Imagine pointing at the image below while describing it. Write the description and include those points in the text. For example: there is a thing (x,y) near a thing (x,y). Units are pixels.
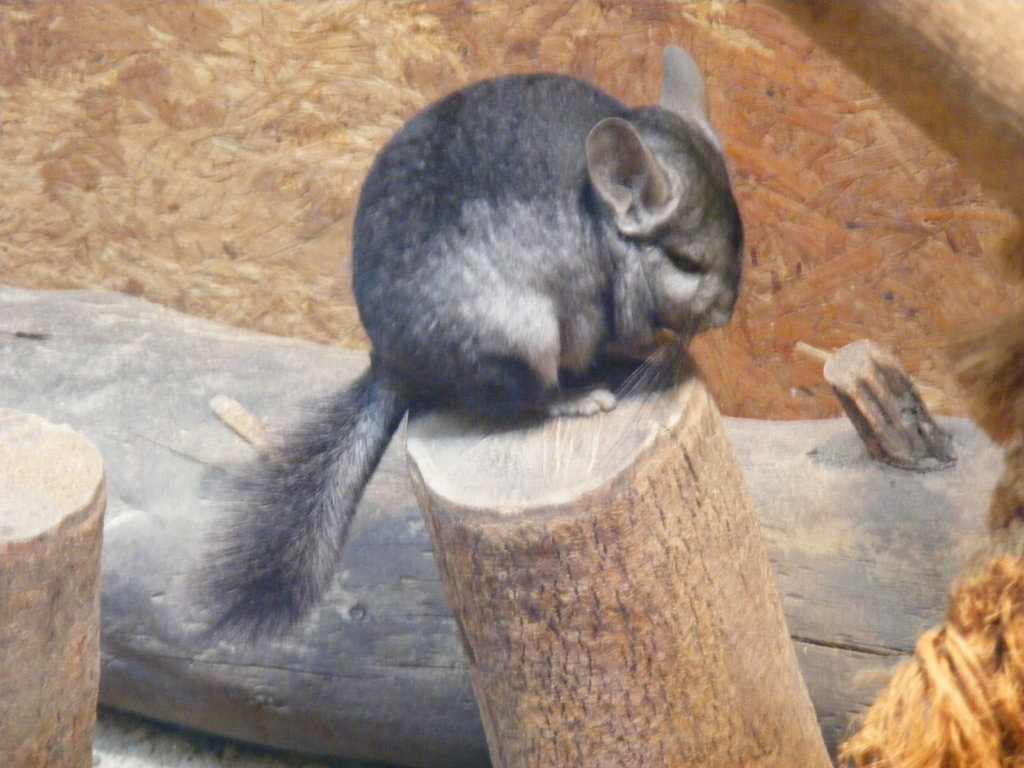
In this image there is a chinchilla (460,315) on a trunk (555,609). In the background (58,355), I can see some more trunks (94,502).
